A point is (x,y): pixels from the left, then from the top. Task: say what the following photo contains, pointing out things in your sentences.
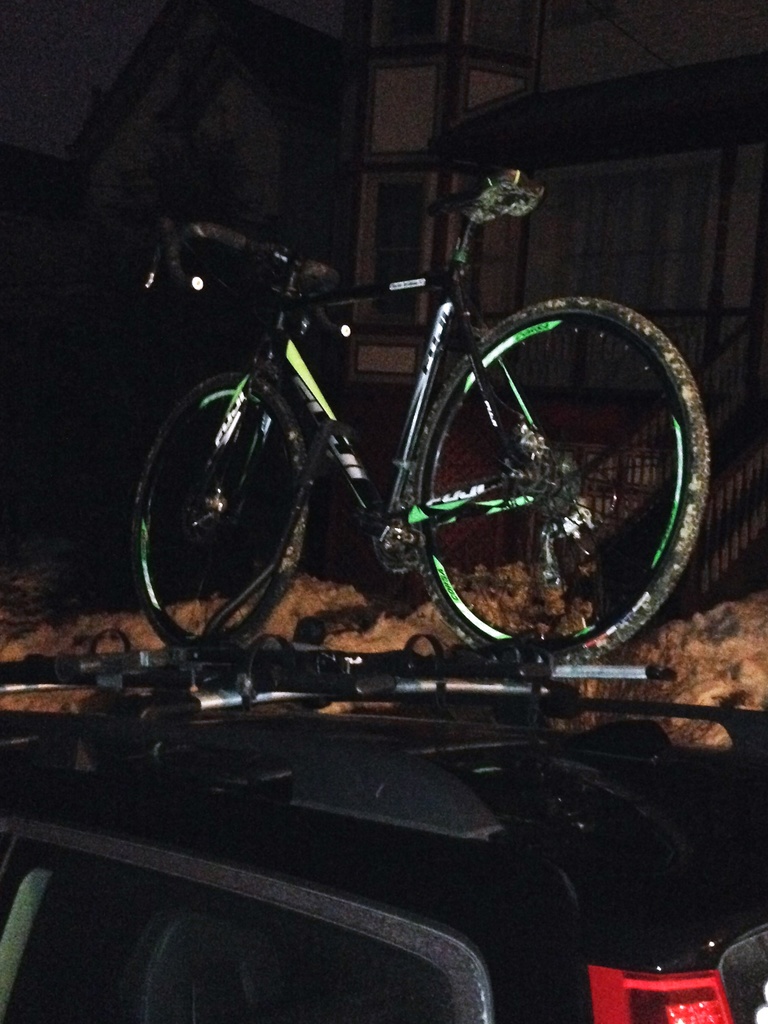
In this image we can see a bicycle (404,535) which is on the black color car (378,930) and in the background of the image (395,94) there are some houses (274,105).
